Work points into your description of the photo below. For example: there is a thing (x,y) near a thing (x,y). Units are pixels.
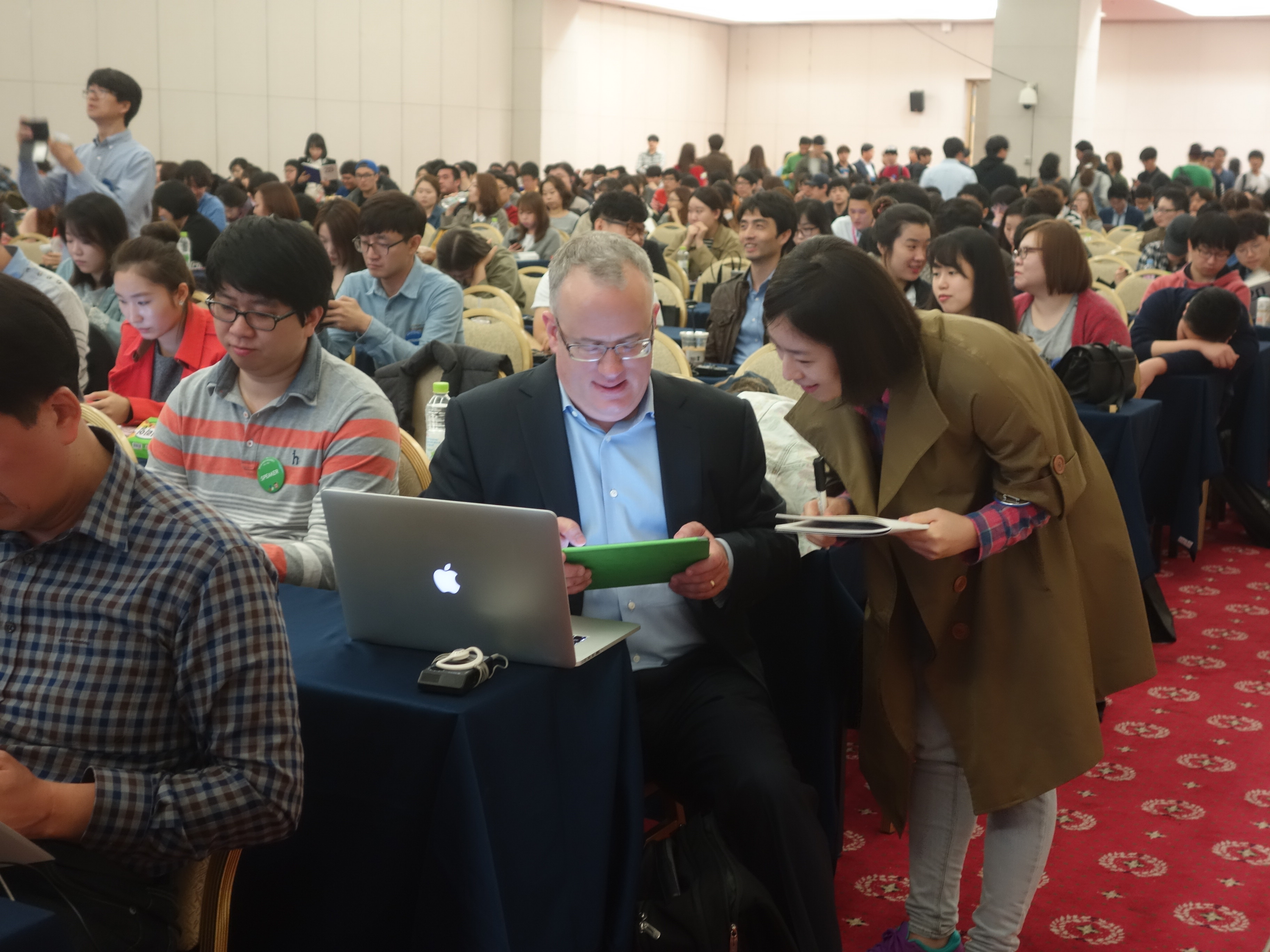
This is an inside view. Here I can see a crowd of people (235,442) sitting on the chairs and there are few tables (518,680) which are covered with the clothes (560,833). In the middle of the image (690,432) there is a man (690,432) holding a device (635,563) in the hands (709,569) and looking into the device (621,548). Beside him there is a woman (922,420) standing and holding a book (861,530) in the hands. On the left side (115,131) there is a man (112,168) standing. In the background (431,46) there is a wall (516,54). At the bottom (1179,809) there is a mat (1194,800).
